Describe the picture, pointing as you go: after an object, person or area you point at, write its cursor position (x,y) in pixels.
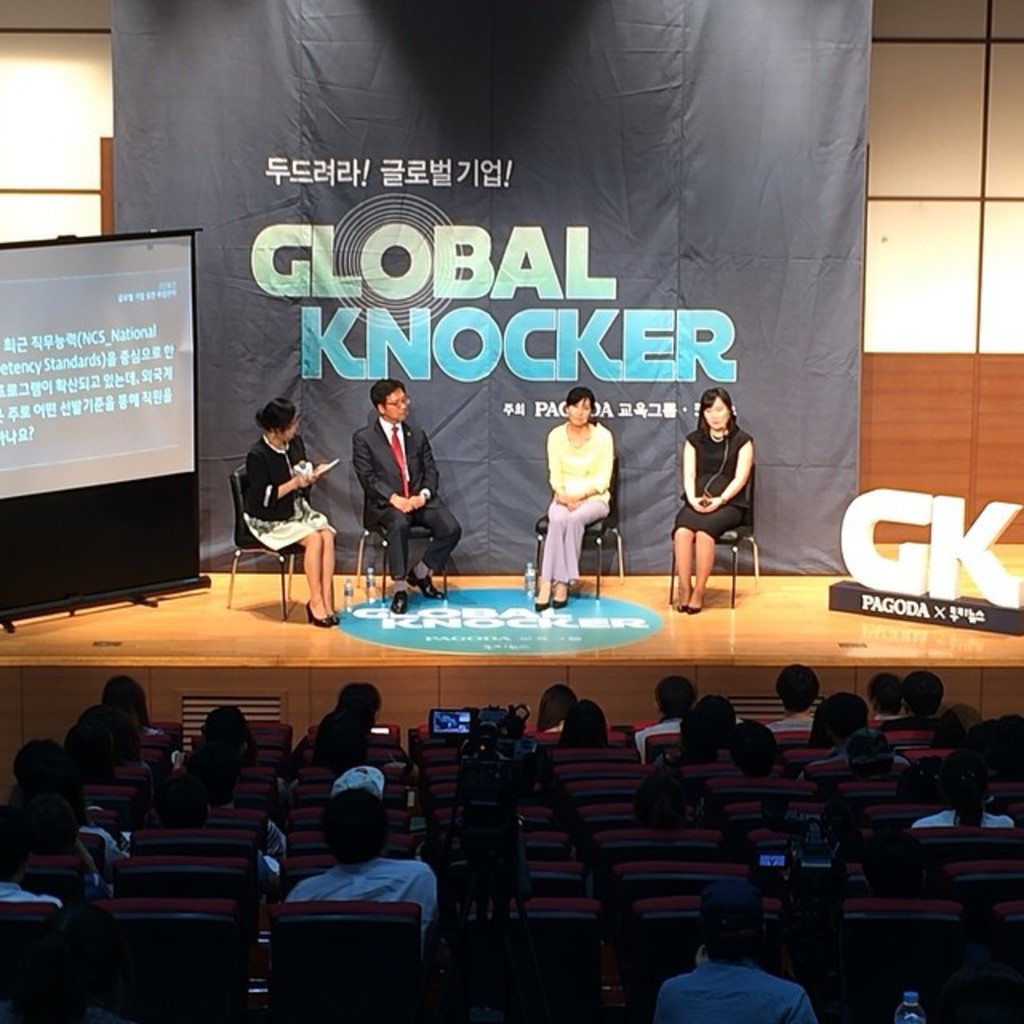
In this image we can see some group of persons (266,459) sitting on chairs (613,535) on the stage (520,632), there is a projector screen (18,331), some board (997,568), some water bottles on stage (776,601) and there is a black color sheet (418,131) in the background of the image (452,155) and in the foreground of the image (20,839) there are some group of persons (706,712) sitting on chairs (394,826) and there is a camera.
